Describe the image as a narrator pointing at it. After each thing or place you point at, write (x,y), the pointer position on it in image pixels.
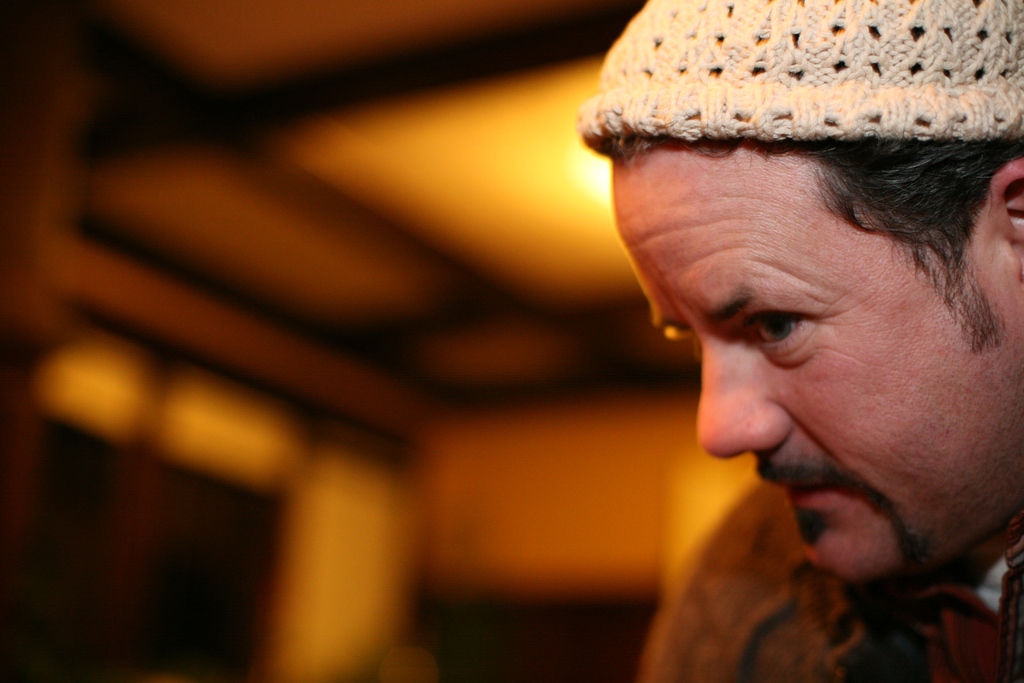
In this image we can see a person (704,256) wearing a hat (800,63) and the background (298,174) is blurred.
